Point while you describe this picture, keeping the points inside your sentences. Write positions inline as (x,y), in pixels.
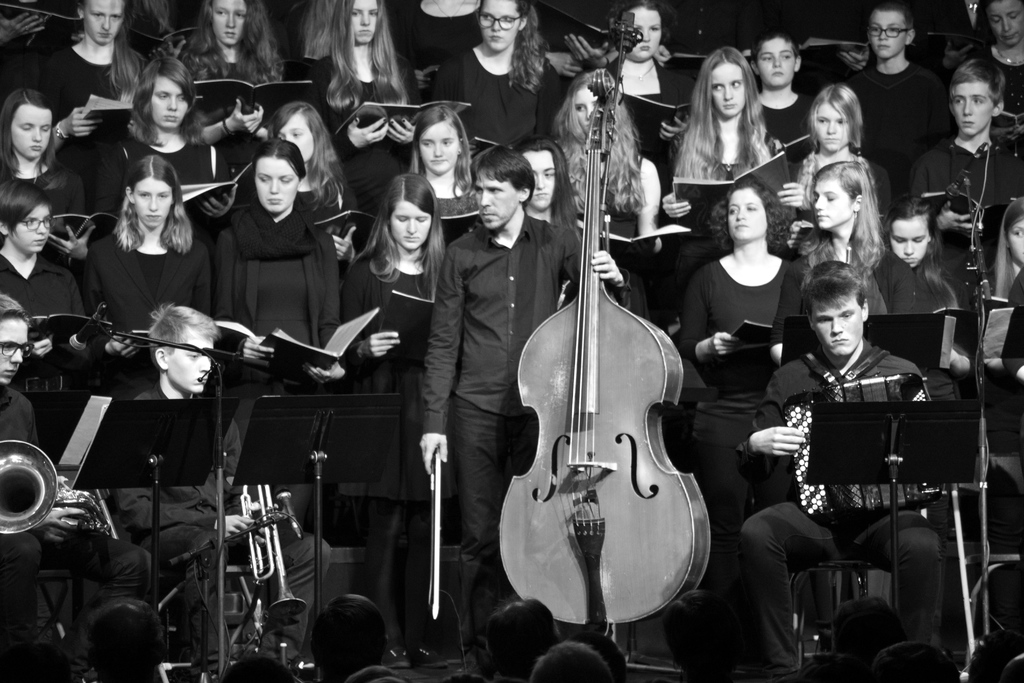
In this image in the middle (514,393) there is a man (525,258) he holds a double bass (578,307) he wears black shirt (485,360) and trouser (476,481). In the background (555,217) there are many people (546,160) holding books (715,196) and staring. On the right (873,543) there is a man (923,553) sitting. On the left (148,570) there are two people (146,555) sitting and holding brass instruments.
